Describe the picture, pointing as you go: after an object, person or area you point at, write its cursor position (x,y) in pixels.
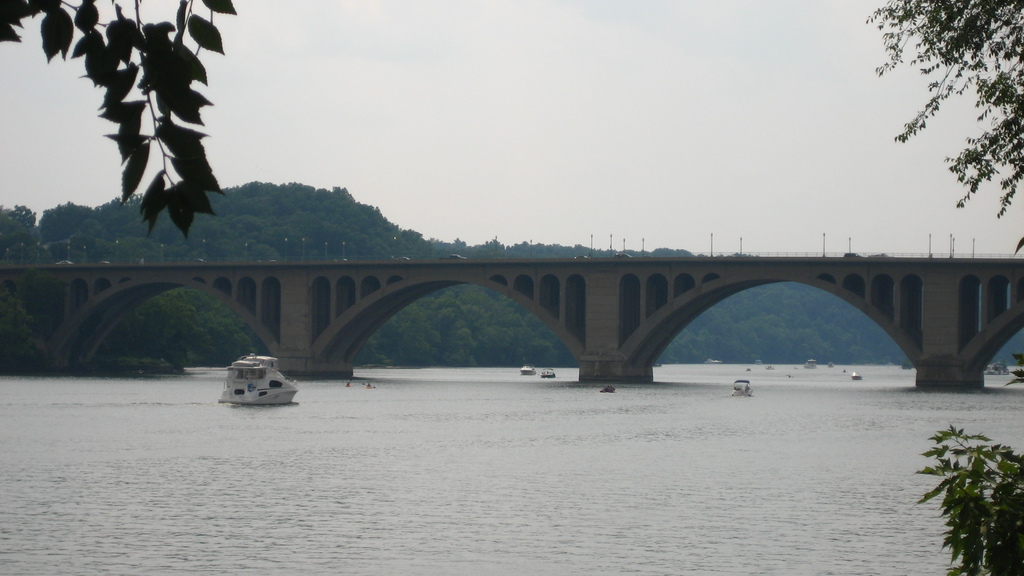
There are boats (250,389) present on the surface of water (508,382) as we can see at the bottom of this image (421,509). There are cars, poles (285,248), mountains (194,254), trees (469,293) and a bridge (382,314) in the middle of this image (349,302). We can see the sky (466,79) at the top of this image (545,114). There are leaves of trees (955,532) in the corners of this image.
